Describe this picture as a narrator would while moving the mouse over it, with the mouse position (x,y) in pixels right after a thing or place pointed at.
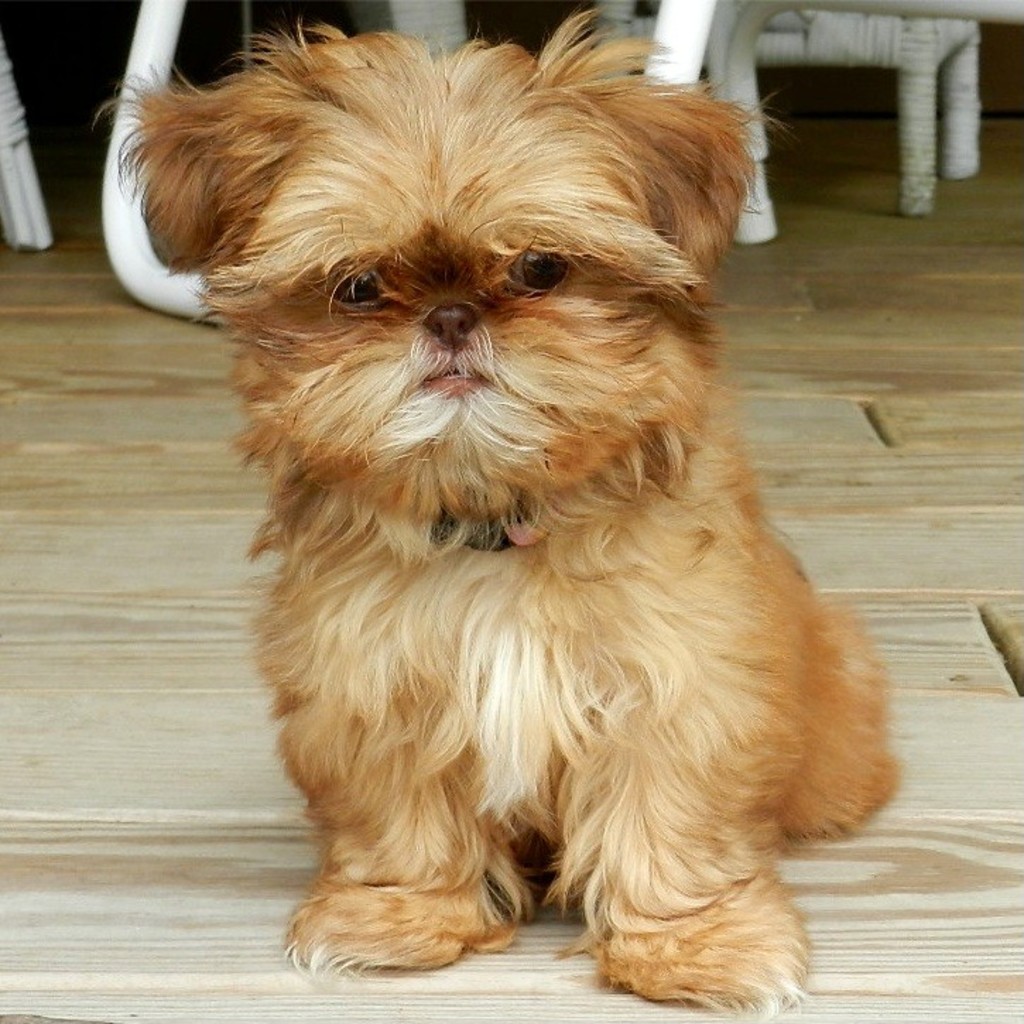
In this image we can see a dog (608,517) on the floor (884,478) and in the background (925,103), we can see some objects (901,142).
